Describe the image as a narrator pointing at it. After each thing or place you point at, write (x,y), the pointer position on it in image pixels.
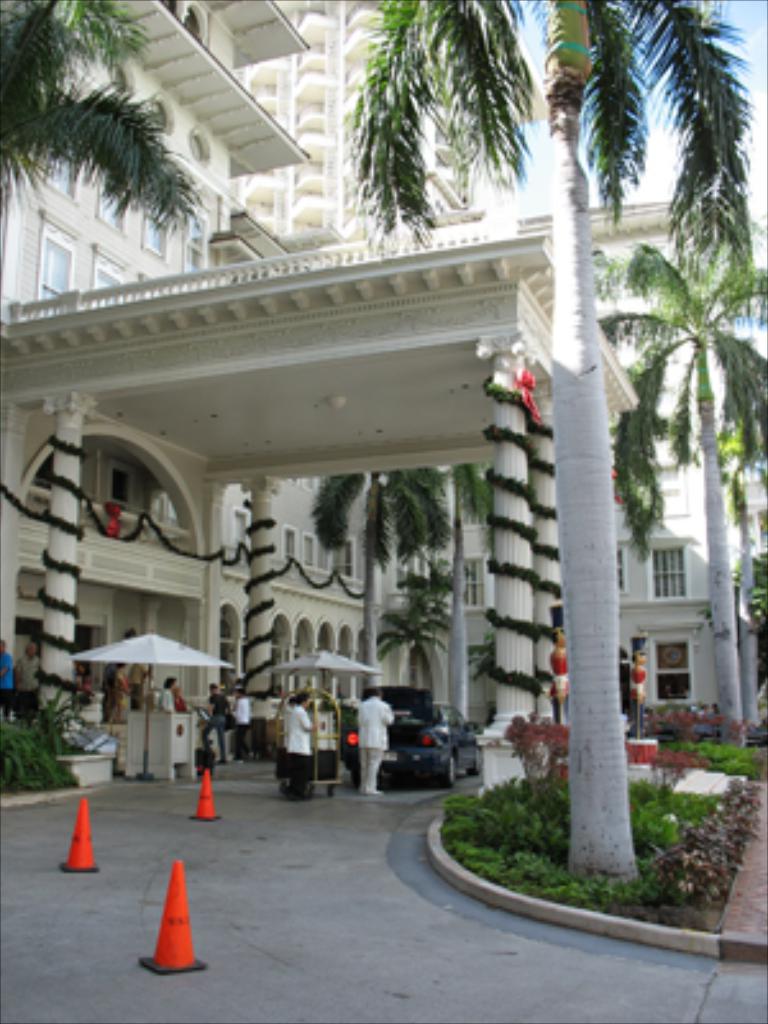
As we can see in the image there are buildings (333,181), trees (17,73), sky (530,27), few people (384,732) here and there, plants (523,826), windows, car (413,736) and traffic cones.
